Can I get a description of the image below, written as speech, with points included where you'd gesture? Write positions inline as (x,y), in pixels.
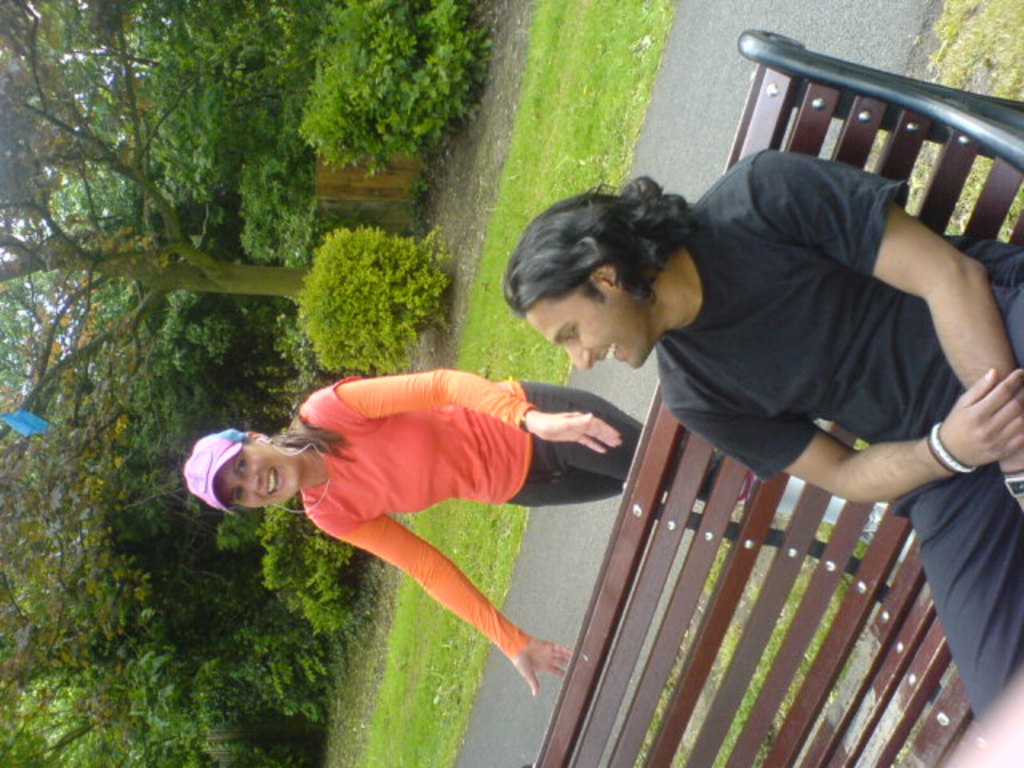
In this image we can see a man (929,515) is sitting on the bench (813,568). He is wearing black color t-shirt (816,348) and pant (917,531). Behind the bench (647,533), one woman (330,466) is standing on the road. She is wearing an orange color top (397,458) with black jeans (602,460). Behind the woman (387,416), we can see grassy land (493,315), plants (324,298) and trees (18,617).
